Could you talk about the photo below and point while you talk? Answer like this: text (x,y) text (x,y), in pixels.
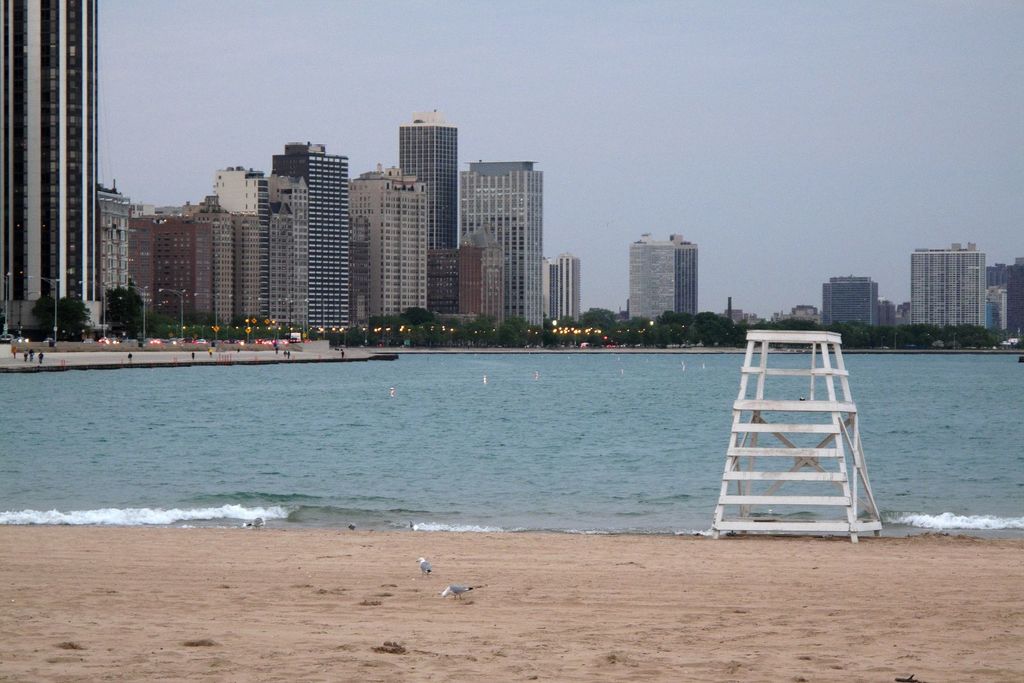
On the right side of the image (833,416) we can see a ladder (765,452). At the bottom (368,616) there is sand (320,631) and we can see birds (427,573). In the center (342,417) there is water (403,437). In the background (43,127) there are buildings (199,298), trees (588,317) and sky (730,146). We can see people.
